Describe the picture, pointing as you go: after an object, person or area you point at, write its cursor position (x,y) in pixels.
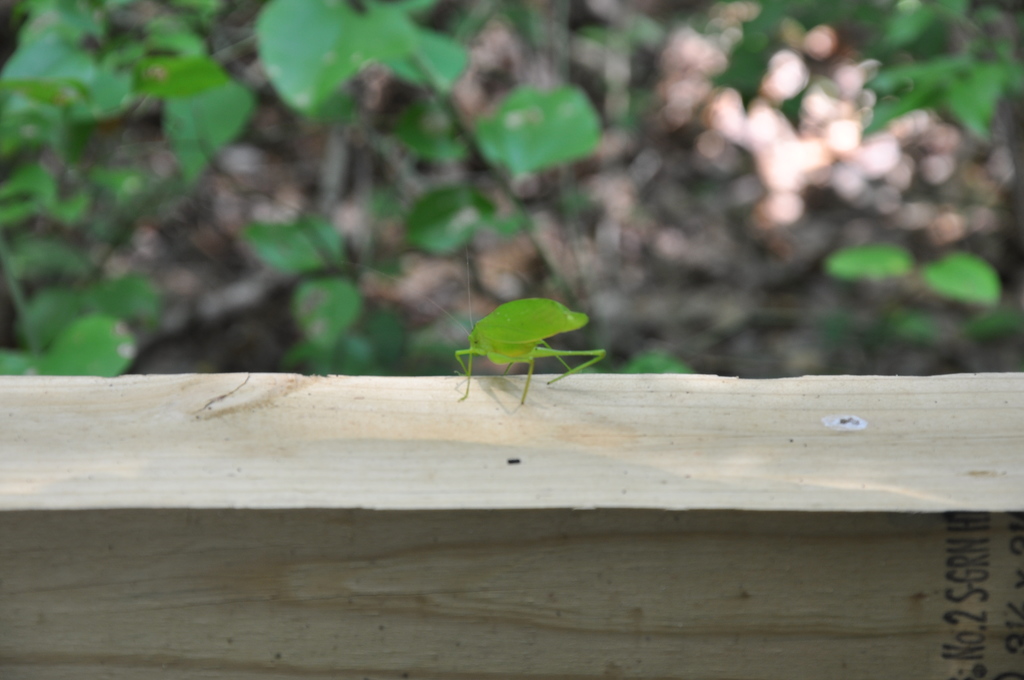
In this image we can see the katydid insect (536,343) on the wooden block (581,407). Here we can see the green leaves (421,141).
